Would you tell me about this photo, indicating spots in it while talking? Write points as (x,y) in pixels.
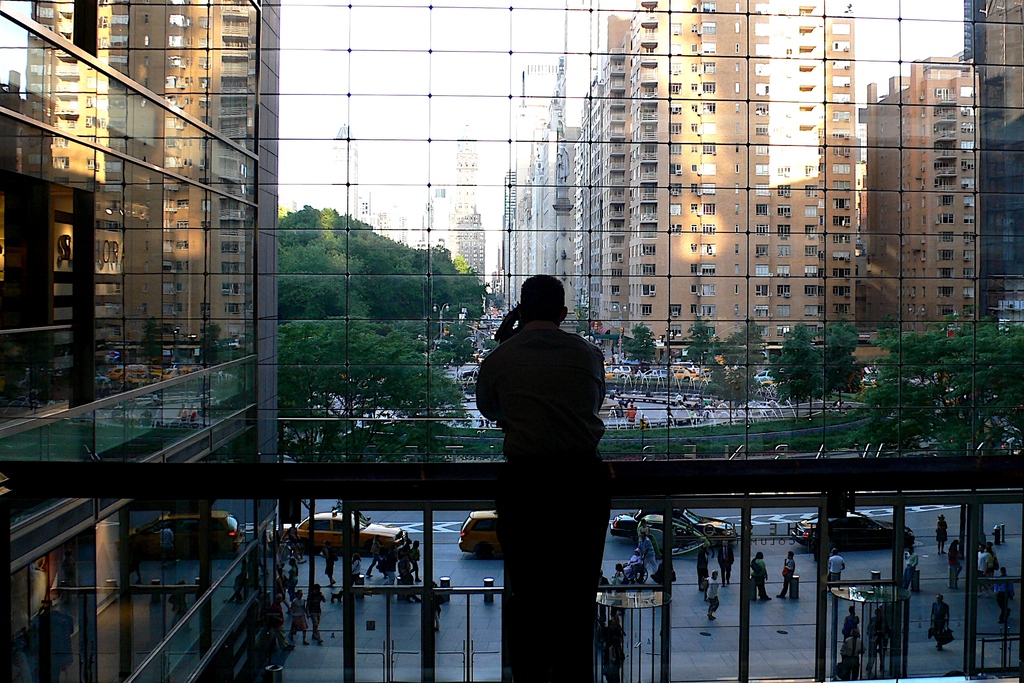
In this image in the center (543,429) there is a man (556,494) standing and talking on the mobile phone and there is a railing (611,492). In a background (153,298) there are persons (639,545), cars (835,543) and there are buildings (535,243) and on the building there are the reflection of the trees (383,320), buildings (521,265), and plants (813,419), cars (685,379) and persons (615,409).
